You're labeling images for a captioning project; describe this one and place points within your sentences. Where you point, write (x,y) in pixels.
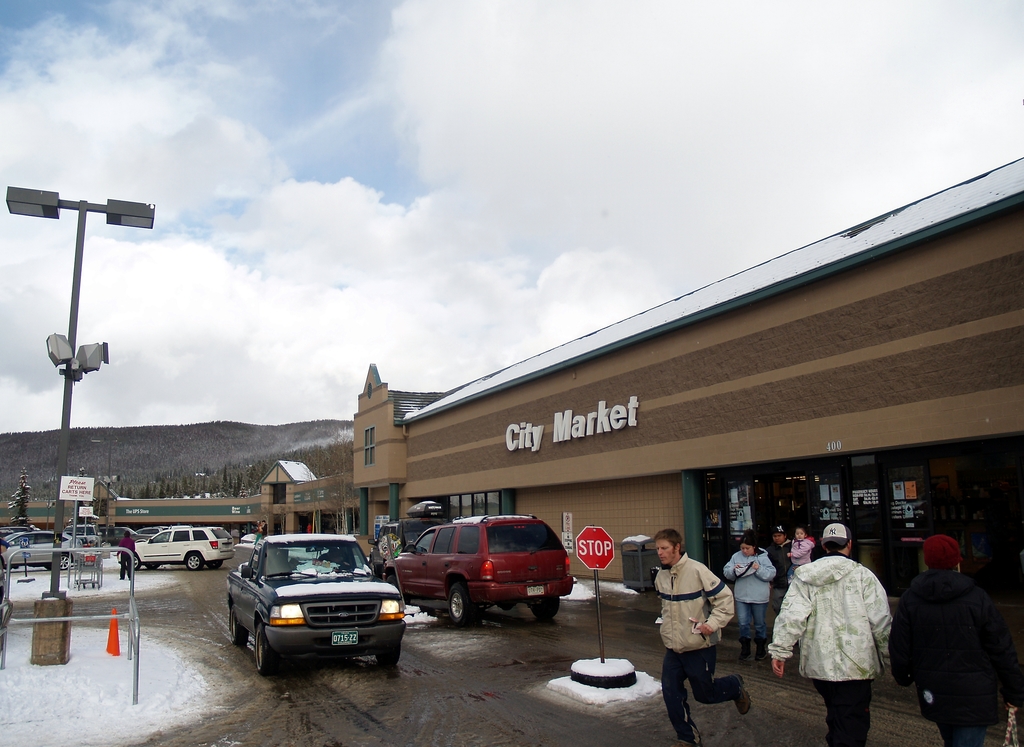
In the image in the center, we can see a few vehicles (499,550) on the road (93,602). And we can see a few people (864,638) are standing and holding some objects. And we can see poles (53,554), traffic poles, buildings (904,547), banners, sign boards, some powder (81,638) etc. In the background (425,234) we can see the sky (546,295), clouds (557,286), hills (48,455), trees (48,455) etc.
